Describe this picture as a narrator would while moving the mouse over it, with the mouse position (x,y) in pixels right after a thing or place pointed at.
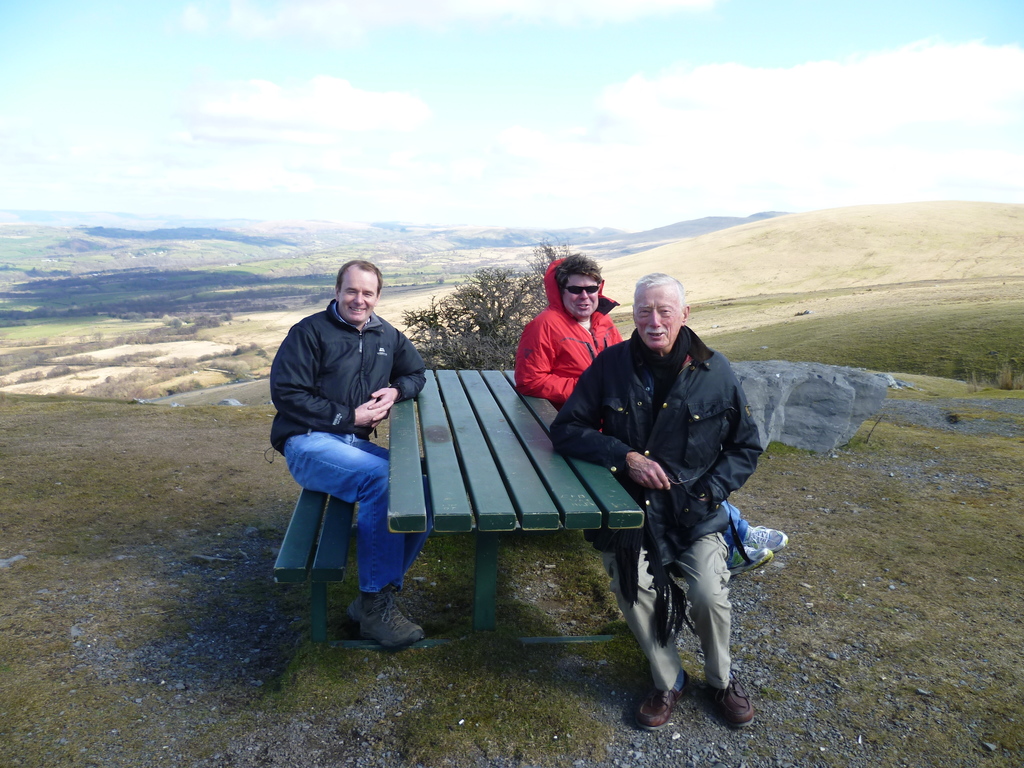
In this picture there are three persons (657,464) sitting on the bench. At the back (659,247) there is a tree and stone (820,370) and there are mountains (501,230). At the top (442,172) there is sky (456,80) and there are clouds (312,102). At the bottom (41,625) there is grass (48,602).
